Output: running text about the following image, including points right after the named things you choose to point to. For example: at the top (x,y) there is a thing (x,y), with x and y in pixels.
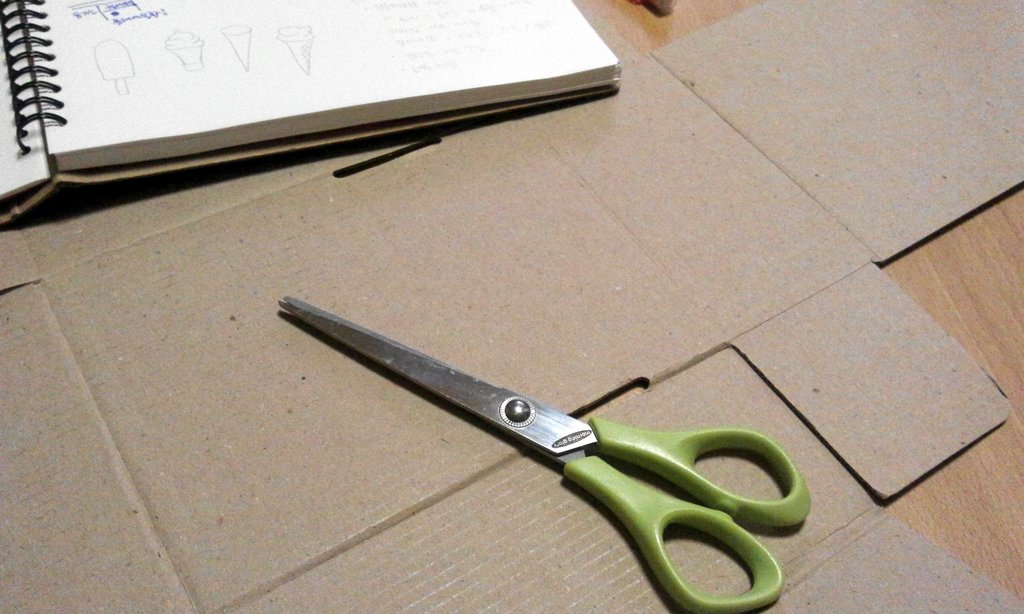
There is one book (319,118) and a scissor (662,467) kept on a cardboard (245,310) as we can see in the middle of this image (510,329).
